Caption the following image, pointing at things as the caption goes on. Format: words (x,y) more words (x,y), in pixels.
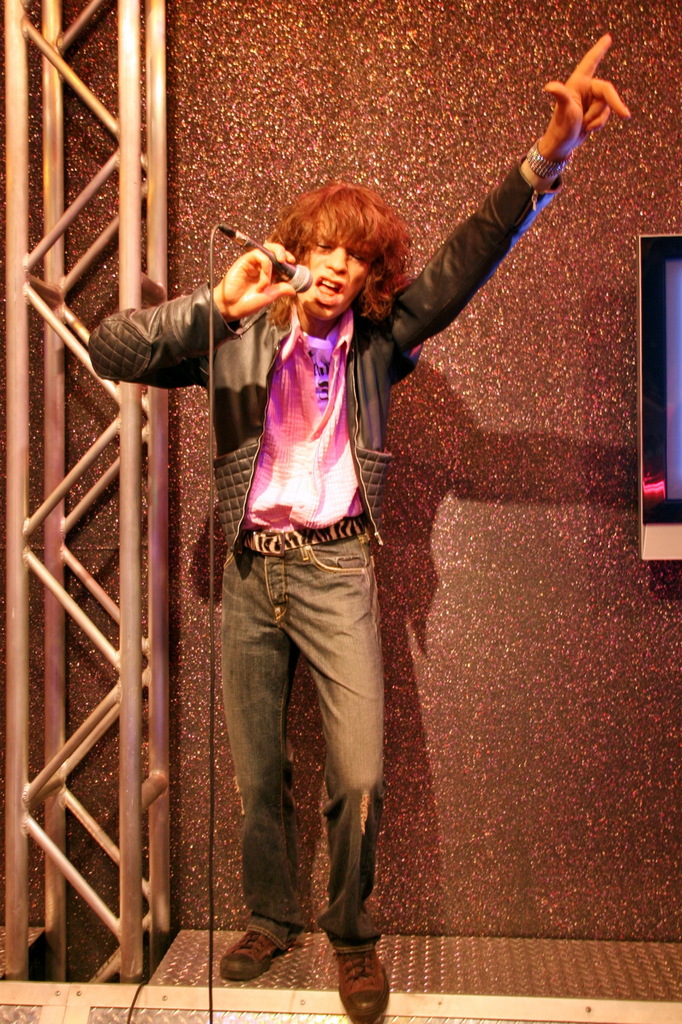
This image consists of a man (328,545) singing. He is wearing a black jacket (241,402). At the bottom (307,950), there is a floor (633,1017). On the left (160,458), we can see a stand (25,971) made up of metal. On the right (645,395), there is a screen (677,427). In the background (202,93), the wall (465,825) is in brown color.
